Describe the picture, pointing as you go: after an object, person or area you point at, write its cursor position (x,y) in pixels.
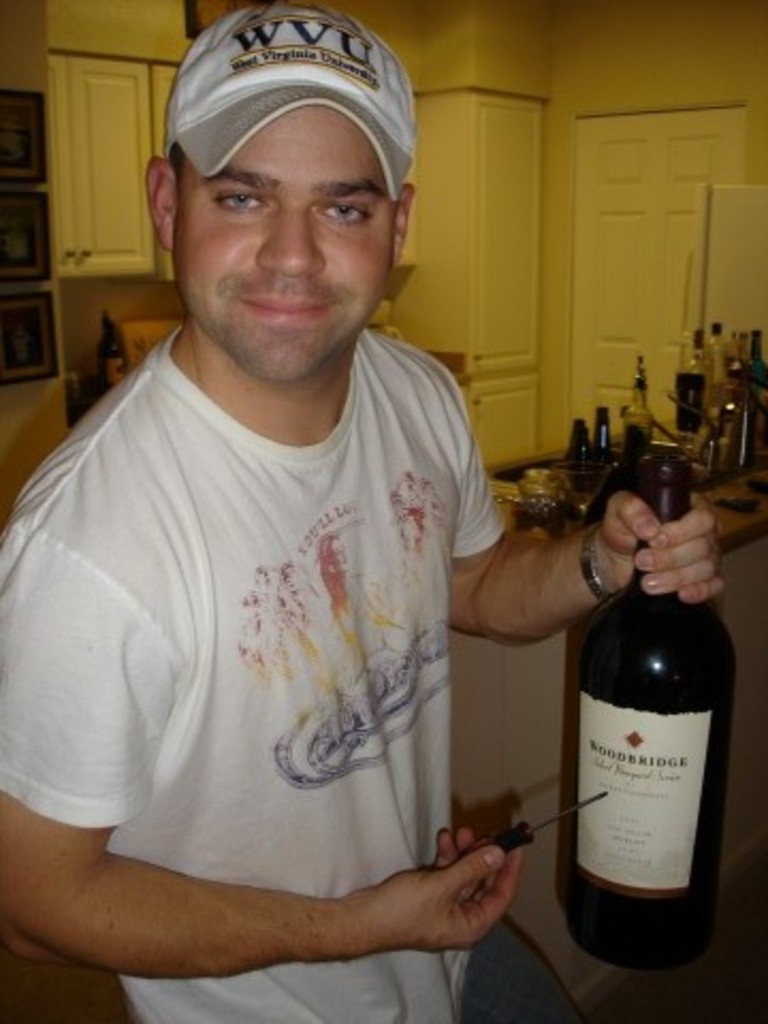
In this picture a guy (307,379) holding a wine bottle (678,777) in one of his hands (613,591) and a screwdriver (510,844) in other hand (472,861). The picture is clicked inside a house (544,153).
